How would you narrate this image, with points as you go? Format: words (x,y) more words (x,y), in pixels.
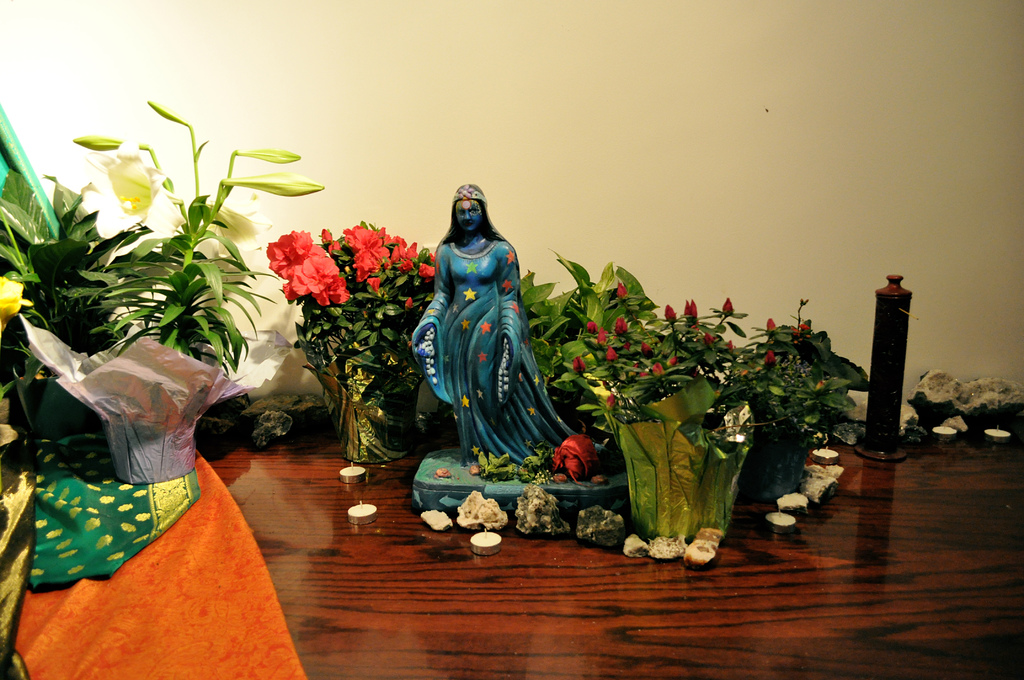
As we can see in the image there is a wall (643,47) and table (651,590). On table (787,572) there is a candle (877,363), plants (277,266) and sculpture (454,354).
